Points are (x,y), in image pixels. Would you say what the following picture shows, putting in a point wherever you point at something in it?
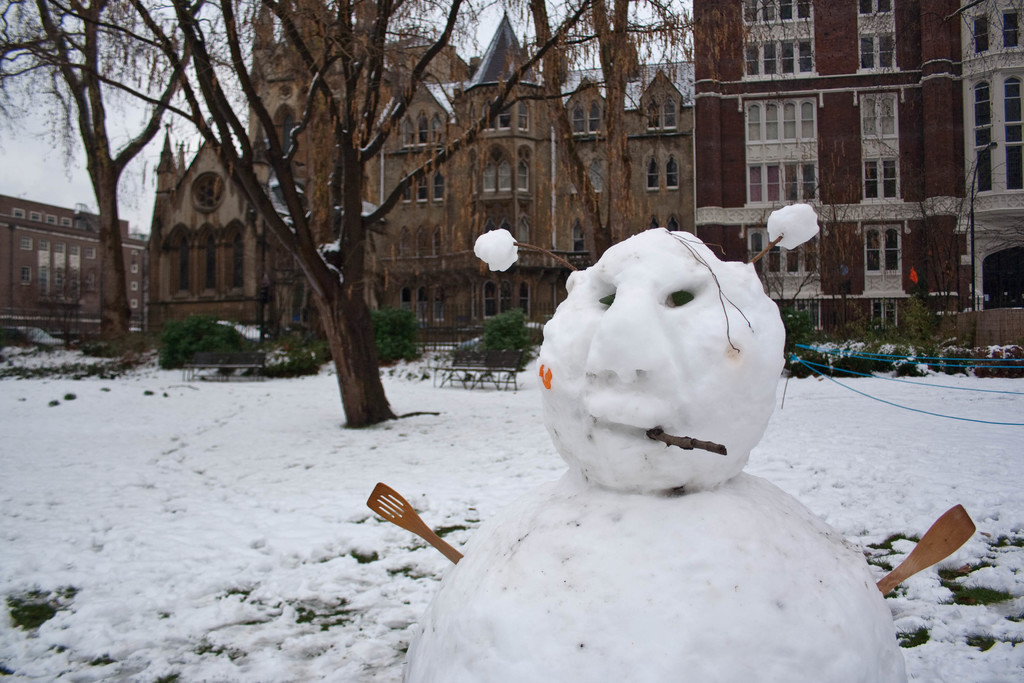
In the image we can see there is a snowman (578,458) standing on the ground (340,587) and the ground (253,498) is covered with snow (284,462). Behind there are trees (193,111) and there are buildings (492,170).
